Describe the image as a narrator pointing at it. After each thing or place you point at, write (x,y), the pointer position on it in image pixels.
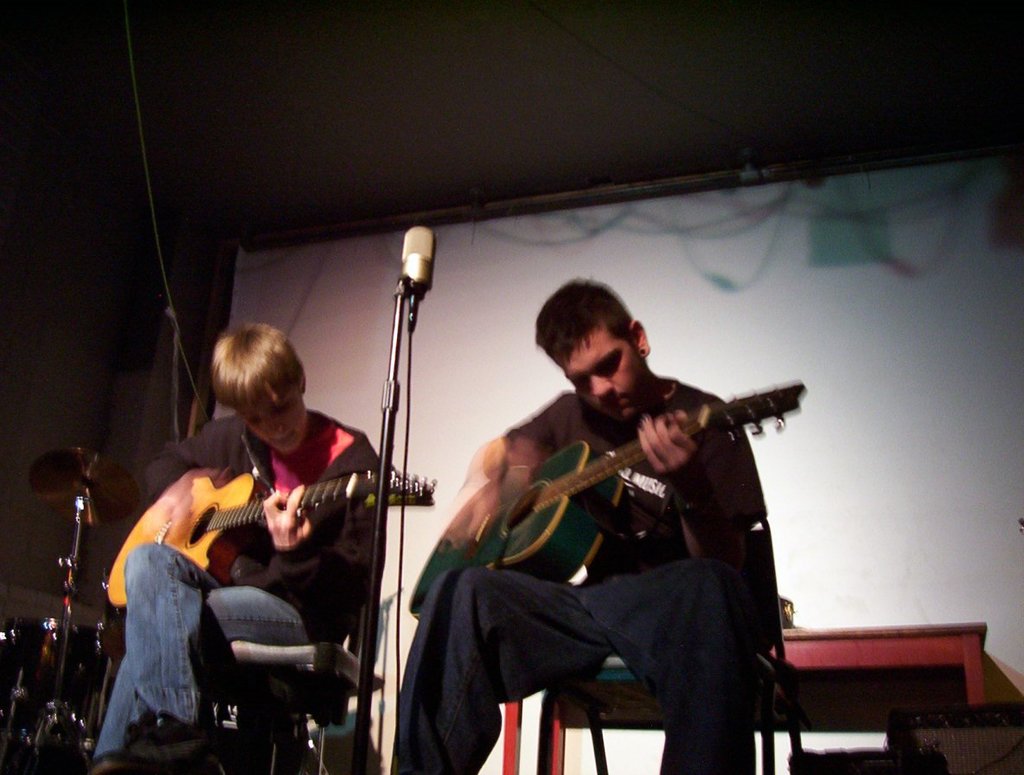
These two persons (494,474) sitting and holding guitar (587,517). There is a microphone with stand (377,561). On the background (677,296) we can see banner (713,301). There is a musical instrument (97,647).
